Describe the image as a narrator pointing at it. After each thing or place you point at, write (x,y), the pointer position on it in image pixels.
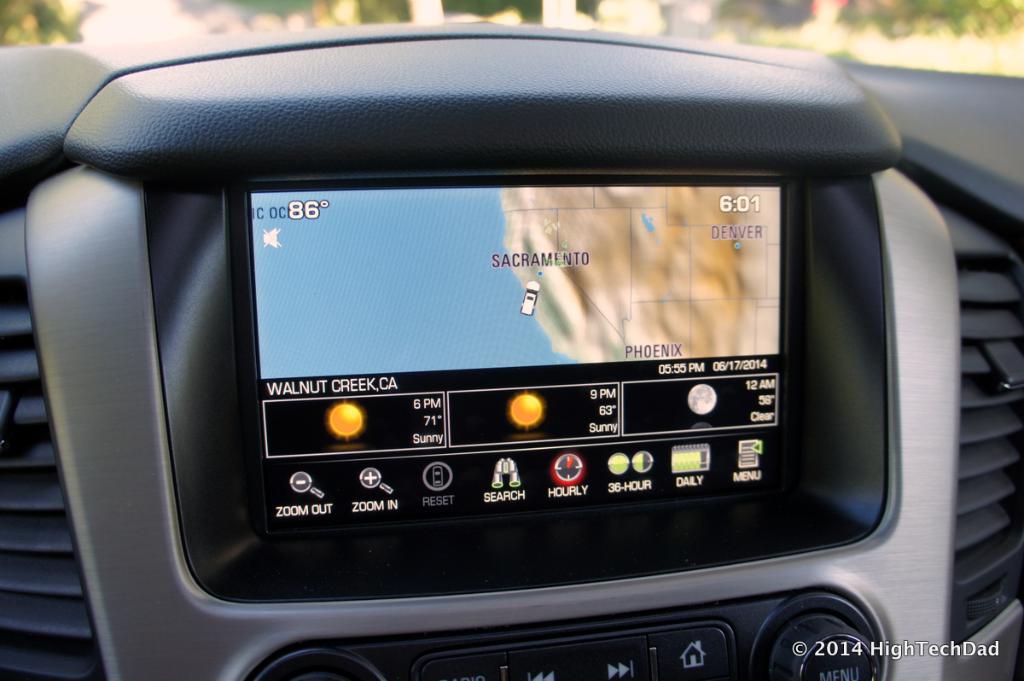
In the image I can see there is a screen (531,337) fixed inside the car (424,630) where we can see a weather map (745,213).
